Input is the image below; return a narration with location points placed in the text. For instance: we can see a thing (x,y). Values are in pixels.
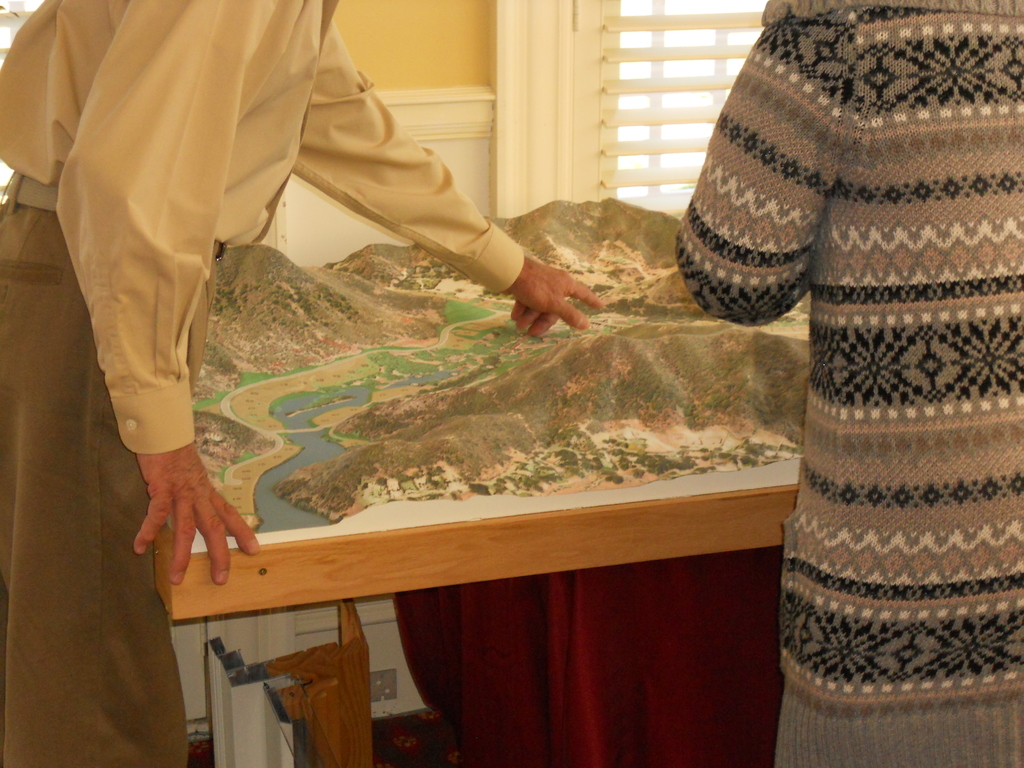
In the middle of the image (349,453) there is a table (707,531) on which there is a model (515,418). Under the table (532,529) there are few objects (349,725) on the floor (437,730). On the right side (864,321) there is a person (894,386) wearing a jacket (962,317) and standing facing towards the back side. On the left side (65,237) there is a man (75,257) standing and pointing out at the model (630,388) which is on the table (431,539). In the background (620,104) there is a window (649,71).
